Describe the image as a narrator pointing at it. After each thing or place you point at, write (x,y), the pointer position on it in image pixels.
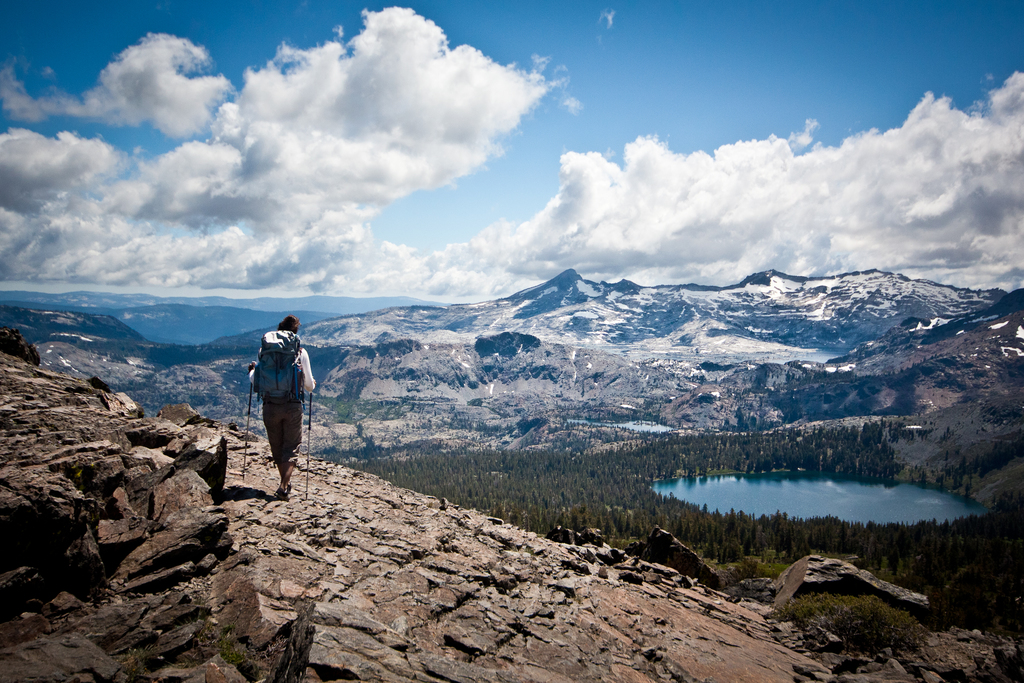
In this image, we can see a person (295,447) is wearing a backpack (281,374) and walking on the hill (225,615). Here we can see few rocks (192,626) and plants (842,629). Background (988,380) we can see hills (543,395), trees (610,454), water (809,495) and cloudy sky (431,140).
